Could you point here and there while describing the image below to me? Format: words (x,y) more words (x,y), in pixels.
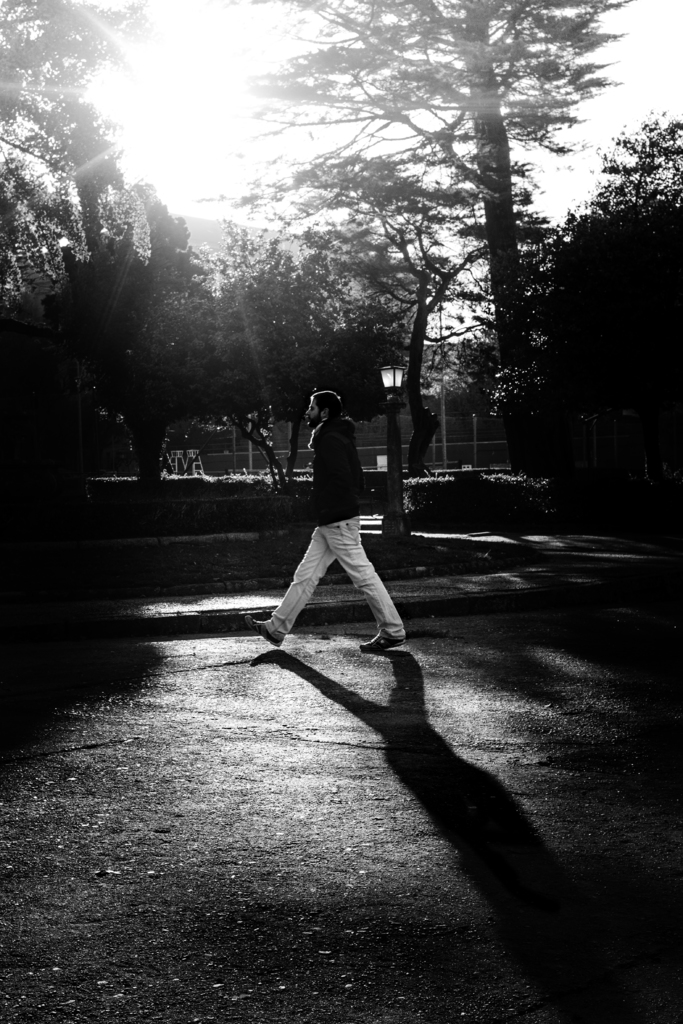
This is black and white image where we can see a man (352,548) is walking on the road (394,856). In the background (477,316), we can see trees (327,345), plants (231,479), light (396,419) and the sky (560,135).
